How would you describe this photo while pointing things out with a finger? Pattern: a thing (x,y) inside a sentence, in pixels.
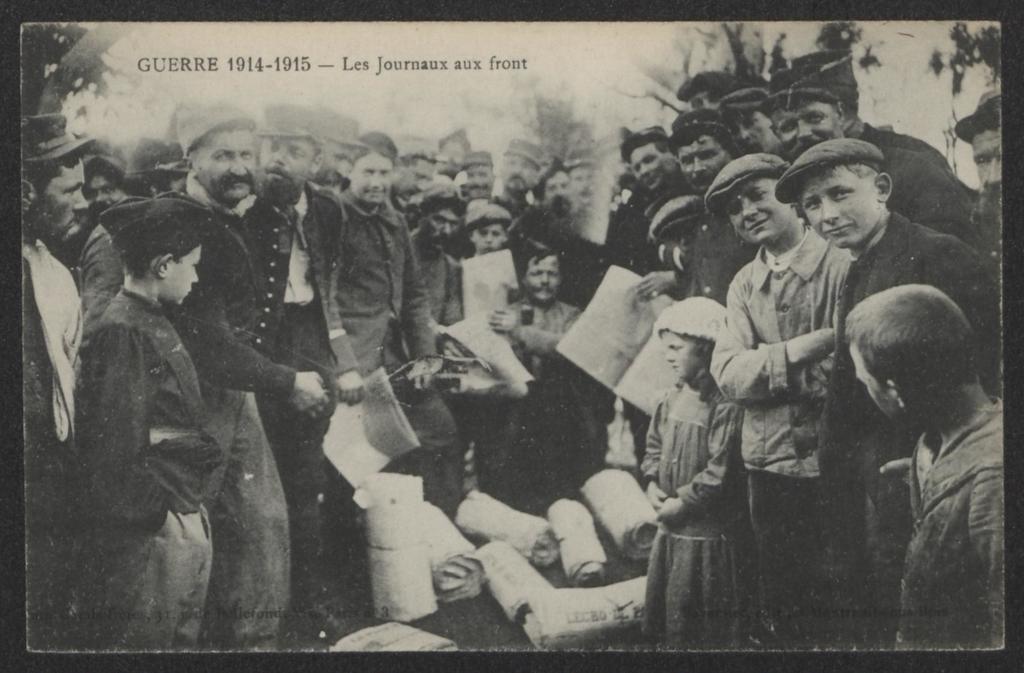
It is the black and white image in which there are so many people (555,262) in the middle (382,324). They are holding the papers (587,367). At the bottom (471,554) there are rolls of papers (476,578) on the ground (488,603). In the background (52,81) there are trees (70,78). At the top (307,72) there is text (411,61).
